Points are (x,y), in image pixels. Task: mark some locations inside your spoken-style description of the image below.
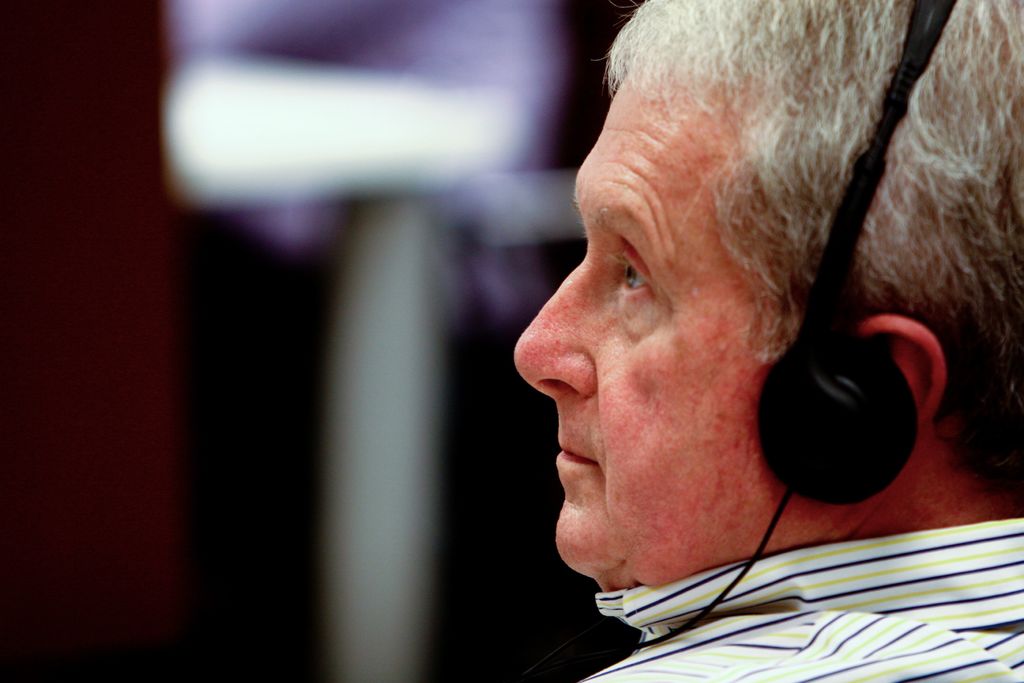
In the picture there is a man (716,502), he is wearing a headset (806,372) and the background of the man (560,461) is blur.
